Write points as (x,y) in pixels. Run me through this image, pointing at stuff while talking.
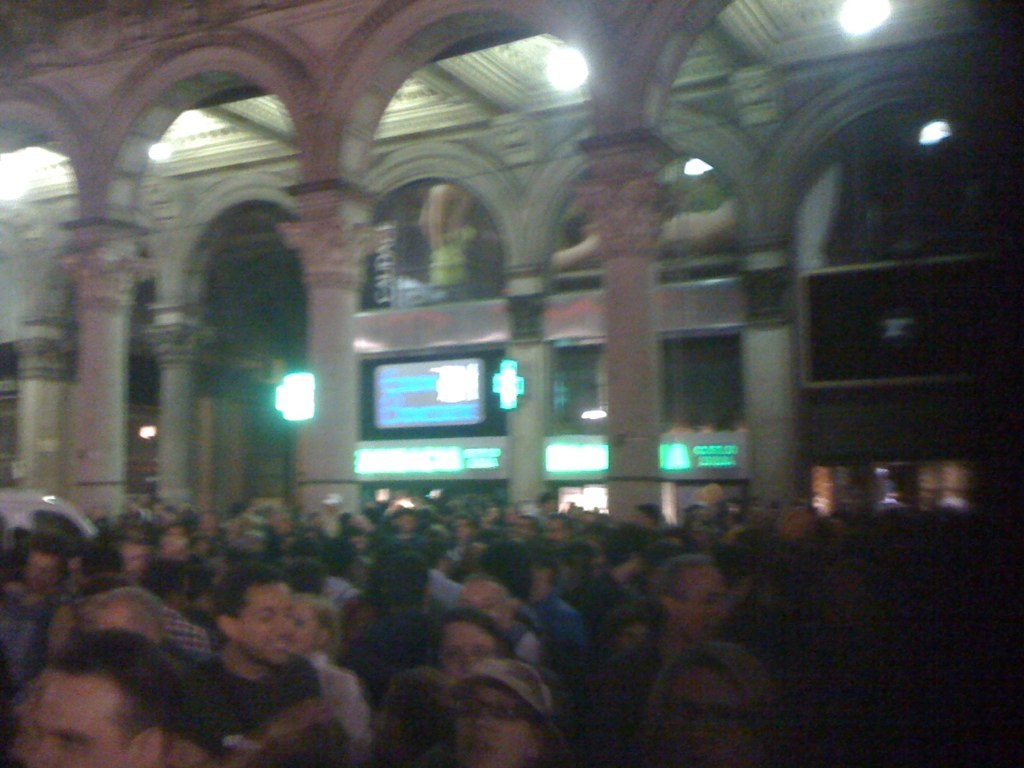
In this image we can see some people (536,635). In the background of the image (484,255) there are walls (327,197), lights (508,366), screens (428,387) and other objects (684,303).
